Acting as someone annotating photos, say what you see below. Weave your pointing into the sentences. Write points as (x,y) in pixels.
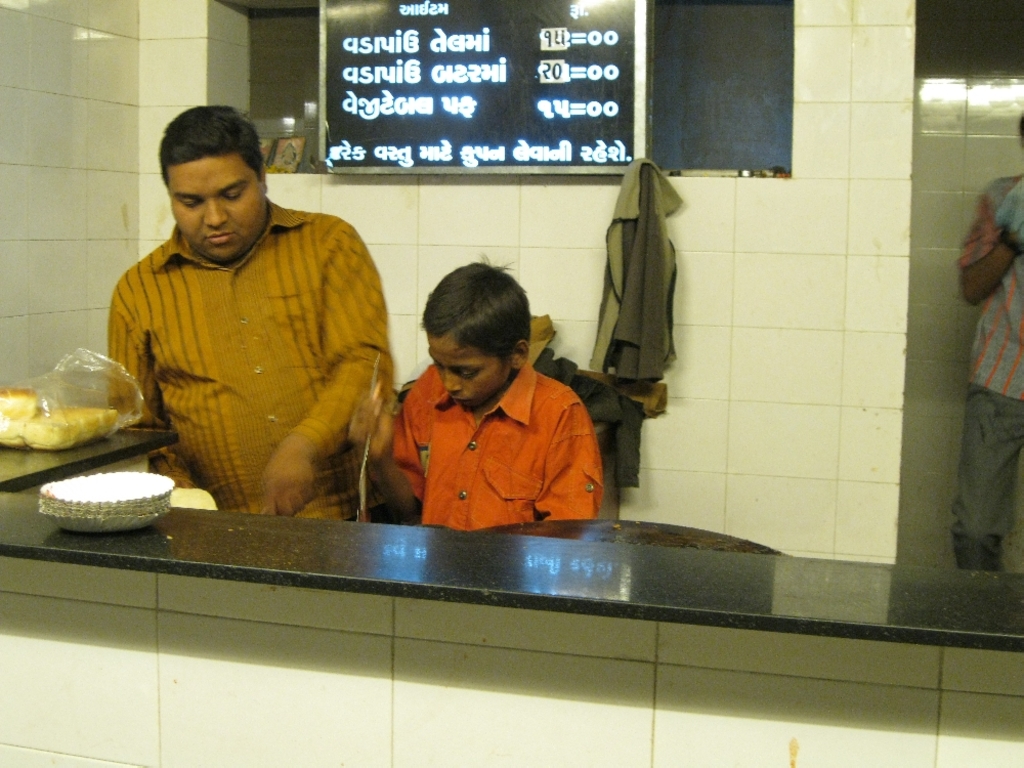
In this image we can see two persons (283,322). In front of the persons (317,419) there are few objects (55,372) on a surface (663,602). Behind the person (373,395) we can see a wall (783,181), few clothes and a board (583,57) on which there is some text (575,72). On the right side (988,509), we can see another person (975,534).
